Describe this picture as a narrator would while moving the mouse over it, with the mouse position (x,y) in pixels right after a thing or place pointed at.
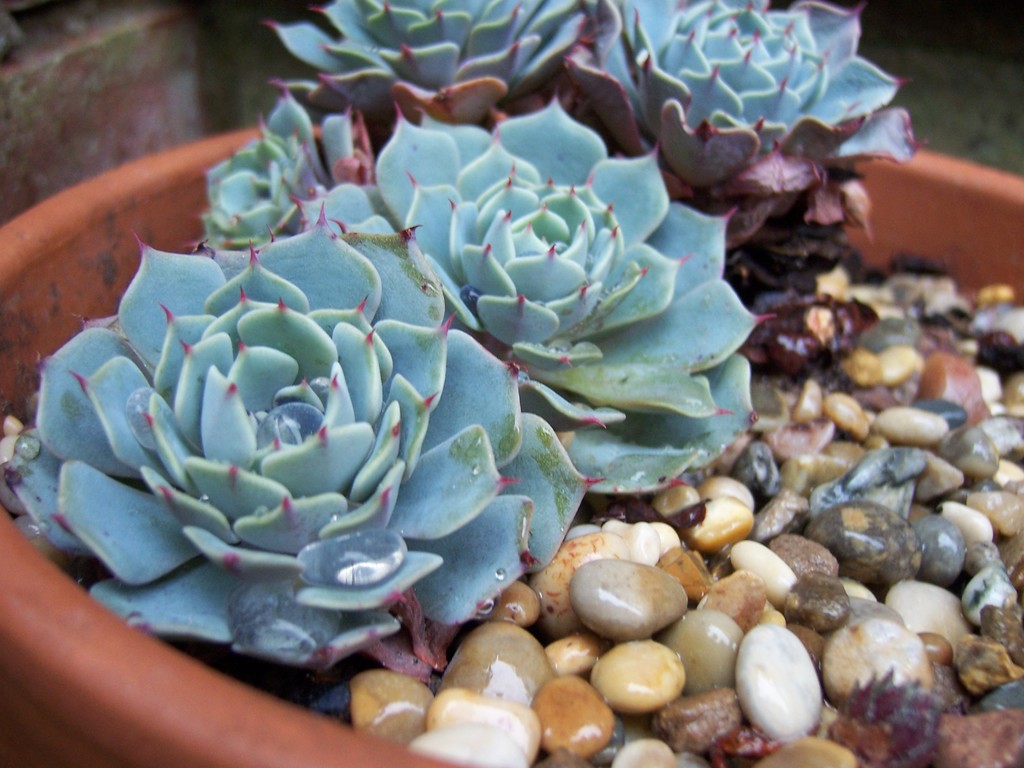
In this image I can see there are flower like leaves plants (418,385). On the right side (846,636) there are stones (771,609) in a flower pot (0,651).
